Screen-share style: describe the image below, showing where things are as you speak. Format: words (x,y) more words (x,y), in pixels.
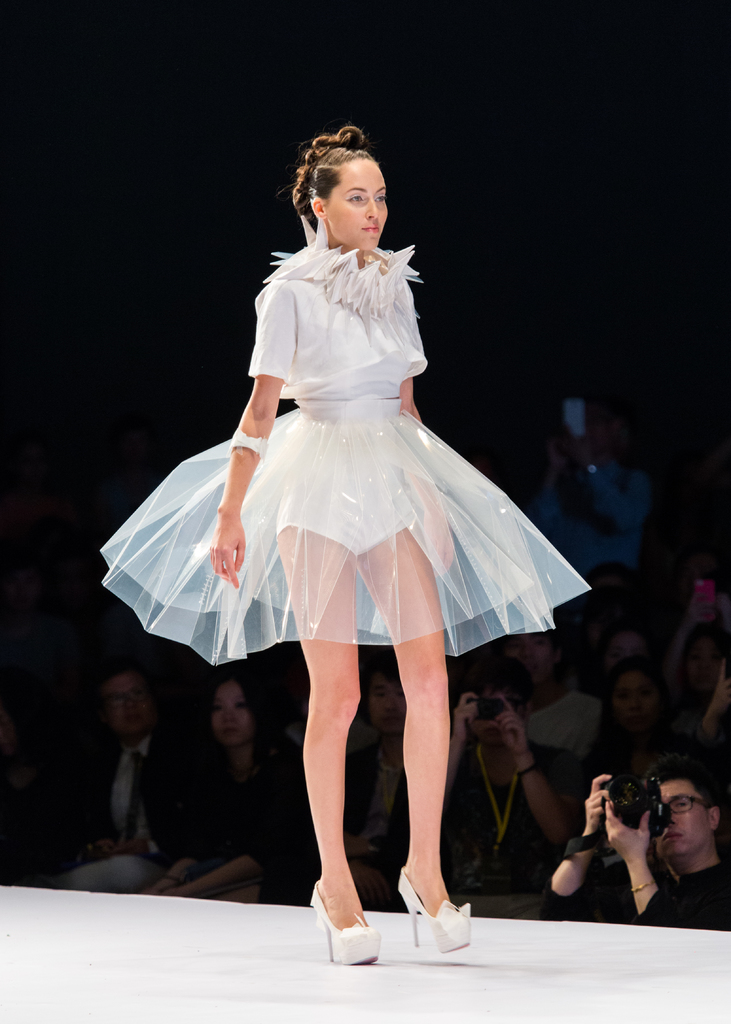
In this picture there is a woman (218,600) who is wearing white dress (452,476) and shoes (408,903). She is doing ramp-walking. In the back (711,643) I can see many people (12,539) who are sitting on the chair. In the bottom right corner (580,837) there is a man (690,875) who is holding a camera (615,782).
